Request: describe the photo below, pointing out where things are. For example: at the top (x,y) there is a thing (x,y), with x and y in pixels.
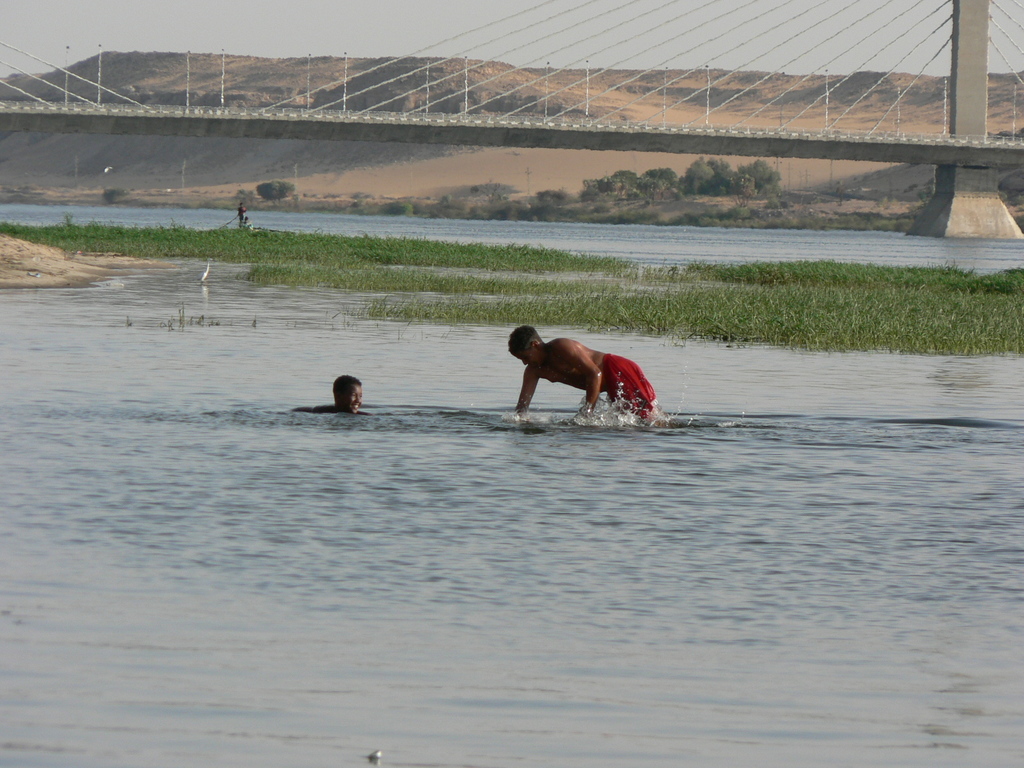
In the image there are two boys (350,388) swimming in the water (717,491) and behind there is grass (541,315), over the whole background (1020,172) there is a bridge (502,132) with hills (563,98) behind it.
